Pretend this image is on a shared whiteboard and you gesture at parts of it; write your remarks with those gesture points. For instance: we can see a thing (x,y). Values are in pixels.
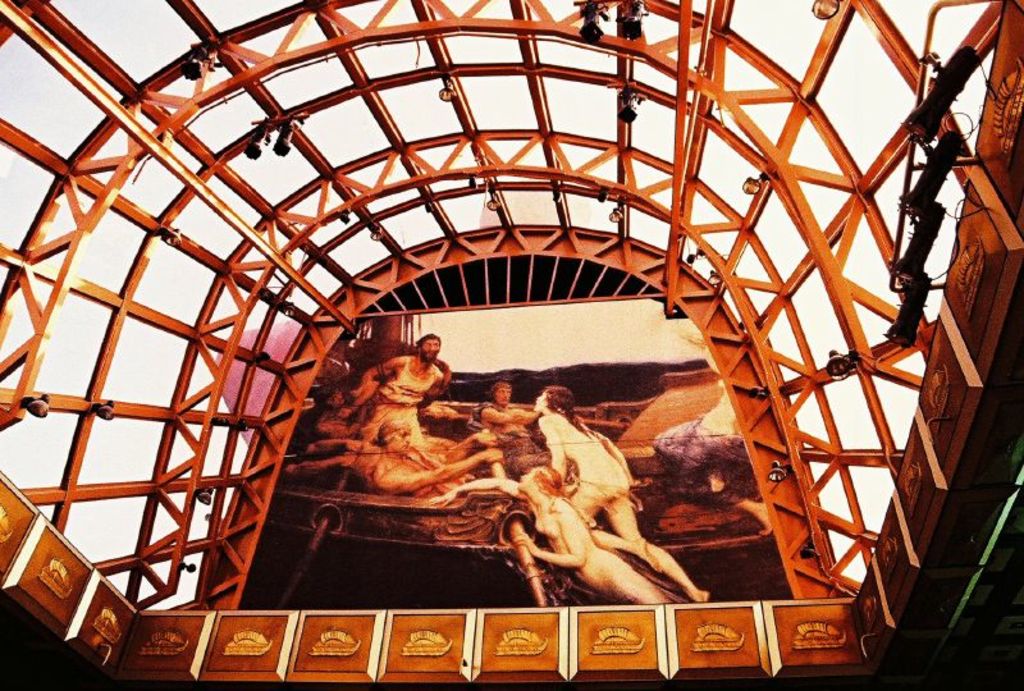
In this image we can see the iron rods (12,270), a banner (538,527) or poster (576,519), show lights (926,175) and the sky (392,92) in the background (350,117).
